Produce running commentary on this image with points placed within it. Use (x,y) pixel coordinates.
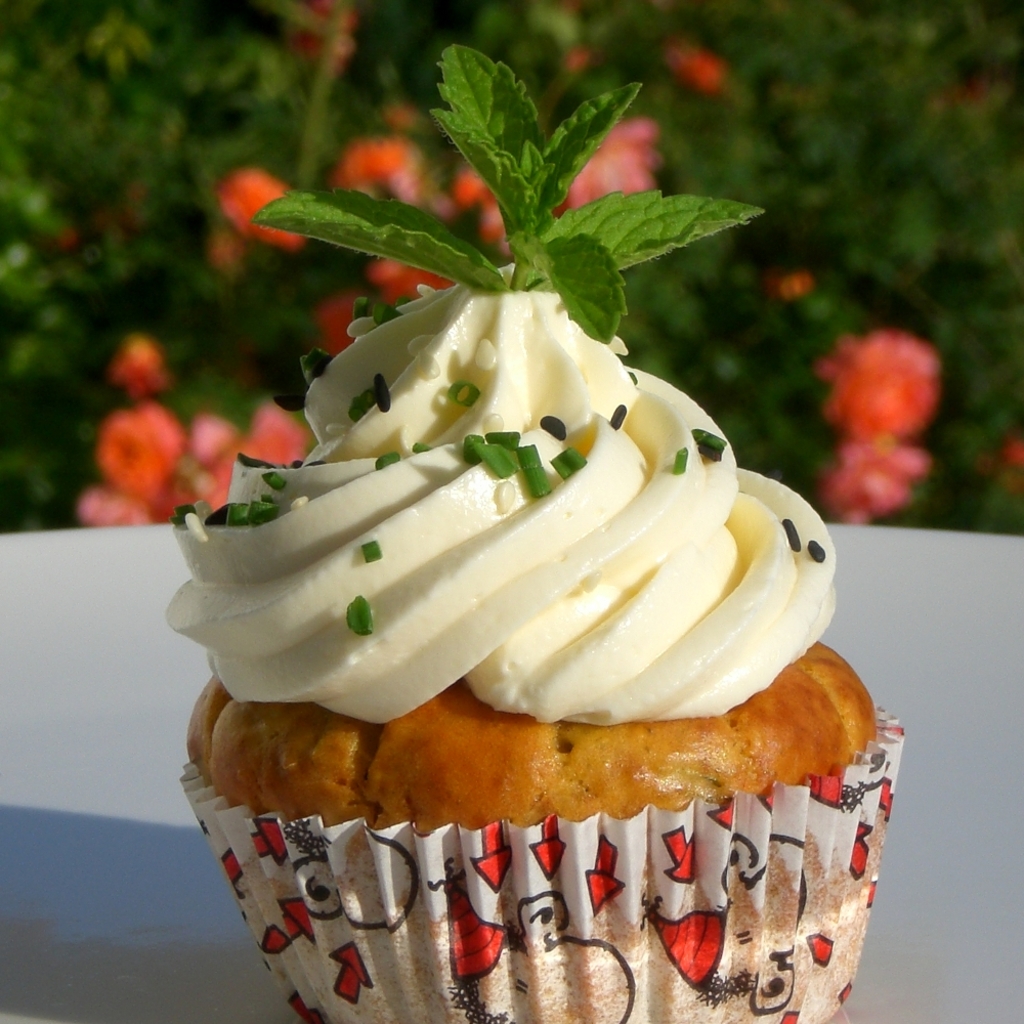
In this image I can see a white colored surface (947,730) and on the white colored surface (134,809) I can see a cake (506,781) which is brown in color and on the cake (488,752) I can see a cream (529,635) and on the cream (474,500) I can see few herbs (492,445) which are green in color. In the background (754,335) I can see few trees (793,172) and few flowers (160,475) which are pink in color.
